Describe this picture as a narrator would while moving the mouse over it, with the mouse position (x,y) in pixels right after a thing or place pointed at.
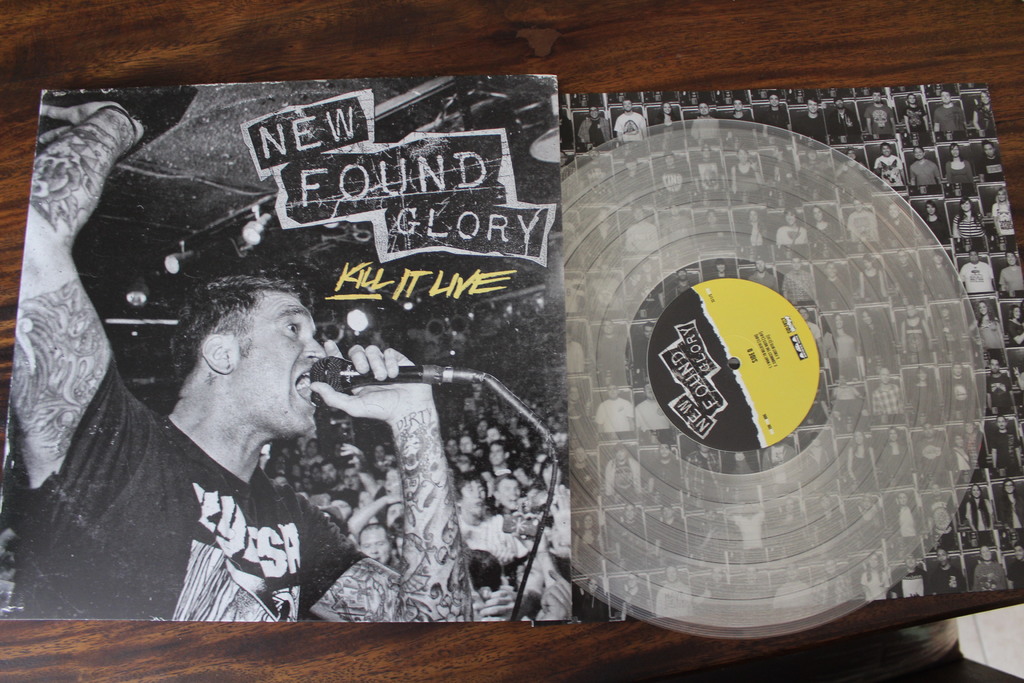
In this image we can see a cover (332,307) and vinyl record (736,356) on the wooden surface (436,24).
